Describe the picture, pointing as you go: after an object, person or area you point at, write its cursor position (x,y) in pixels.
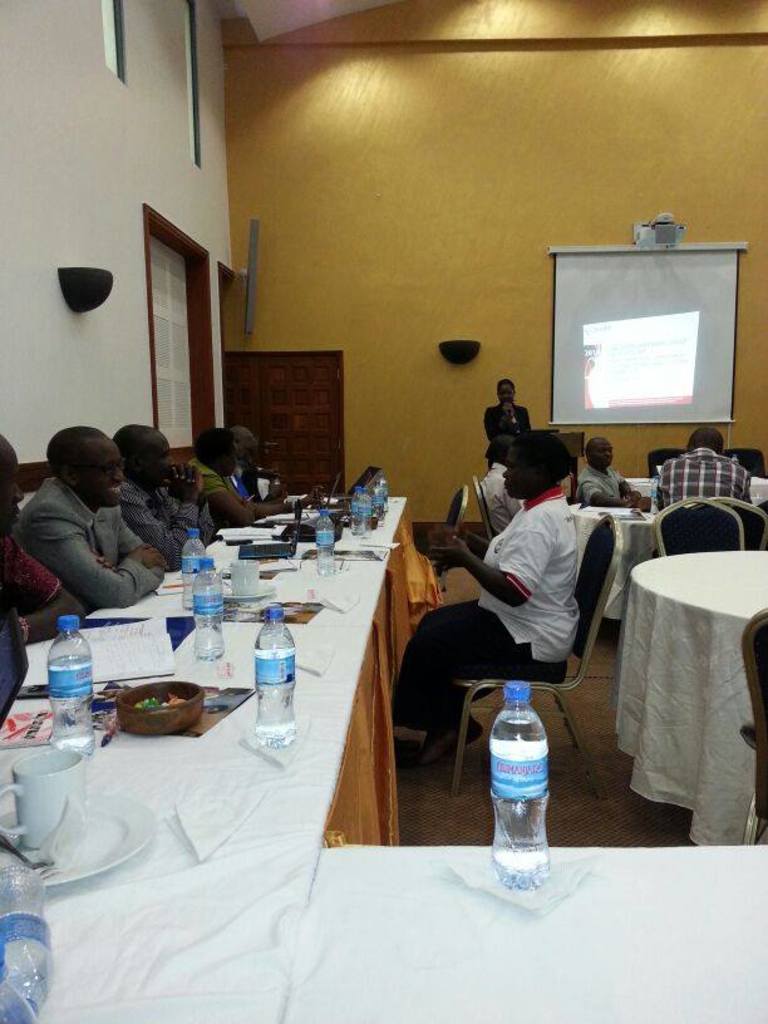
The image is taken in the room (264,406). In the center of the image (306,626) there are tables (696,587) and people (479,617) sitting around the tables (166,917). There are bottles (276,725), bowls (183,722), cups (75,800), plates (116,820) and laptops (296,529) placed on the tables (340,899). In the background (544,402) there is a lady (502,430) standing, next to her there is a screen (615,352), wall (415,391) and door (310,398).
